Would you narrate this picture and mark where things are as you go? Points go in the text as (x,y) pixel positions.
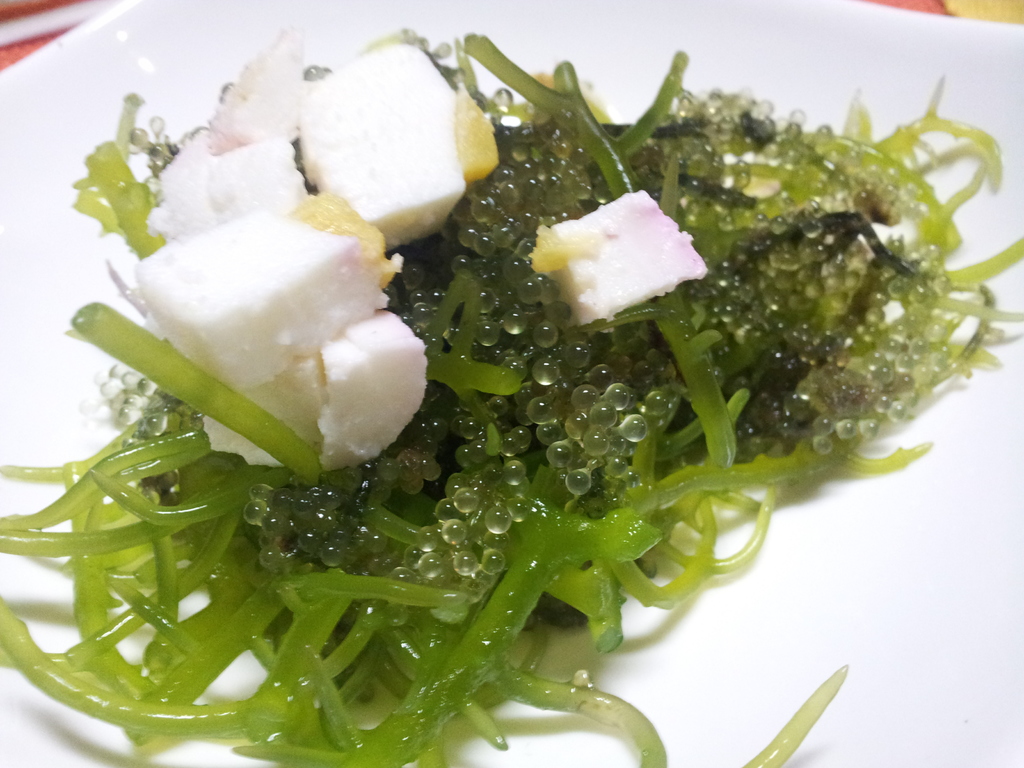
There are green and white color food items (171,390) on a white plate (786,708).
